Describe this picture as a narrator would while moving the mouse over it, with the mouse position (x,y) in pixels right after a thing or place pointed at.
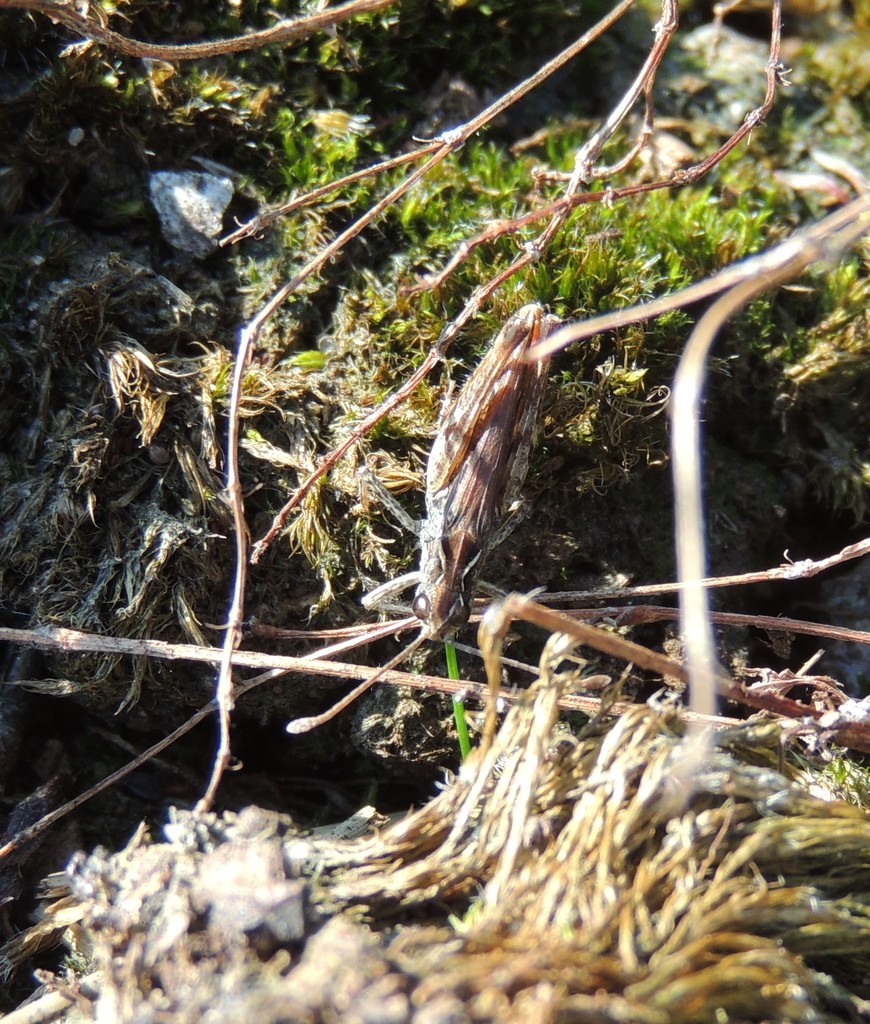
In this picture we can see an insect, branches (317,471) and grass (650,232).
